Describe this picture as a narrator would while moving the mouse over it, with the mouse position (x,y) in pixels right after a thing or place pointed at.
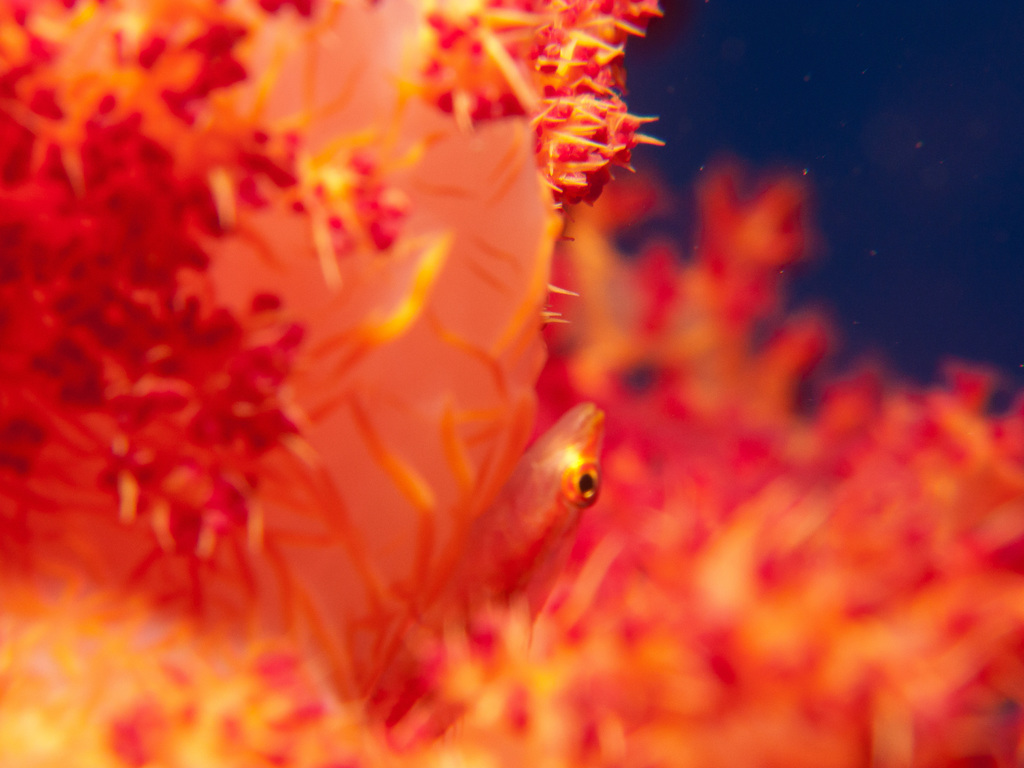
In this picture, we see the fish (561,481) in orange color. On the left side (286,270), we see the aquatic plants (382,506) which are in orange color. In the right top (859,93), it is blue in color. This picture might be clicked in the aquarium (556,328).
